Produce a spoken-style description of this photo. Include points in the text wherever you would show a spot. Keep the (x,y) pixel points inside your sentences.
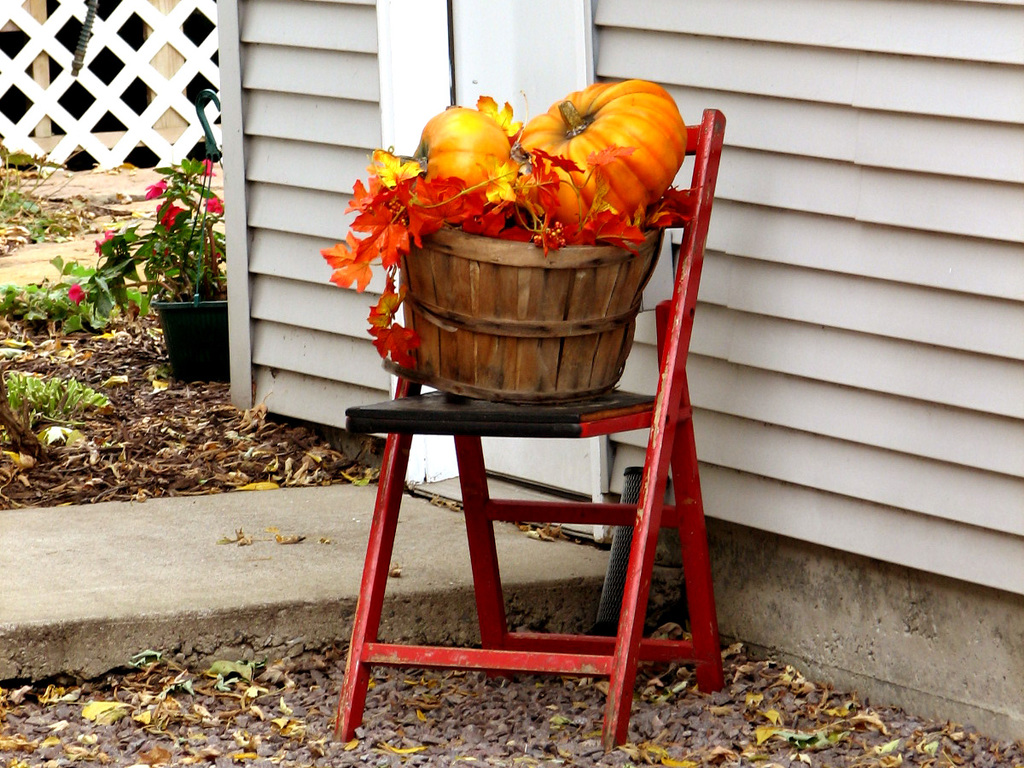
In this image i can see a basket (502,328) on the chair (391,525) in which there are few pumpkins (484,166). In the background (750,21) i can see a wall (737,8), a flower pot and a fence (109,33).
